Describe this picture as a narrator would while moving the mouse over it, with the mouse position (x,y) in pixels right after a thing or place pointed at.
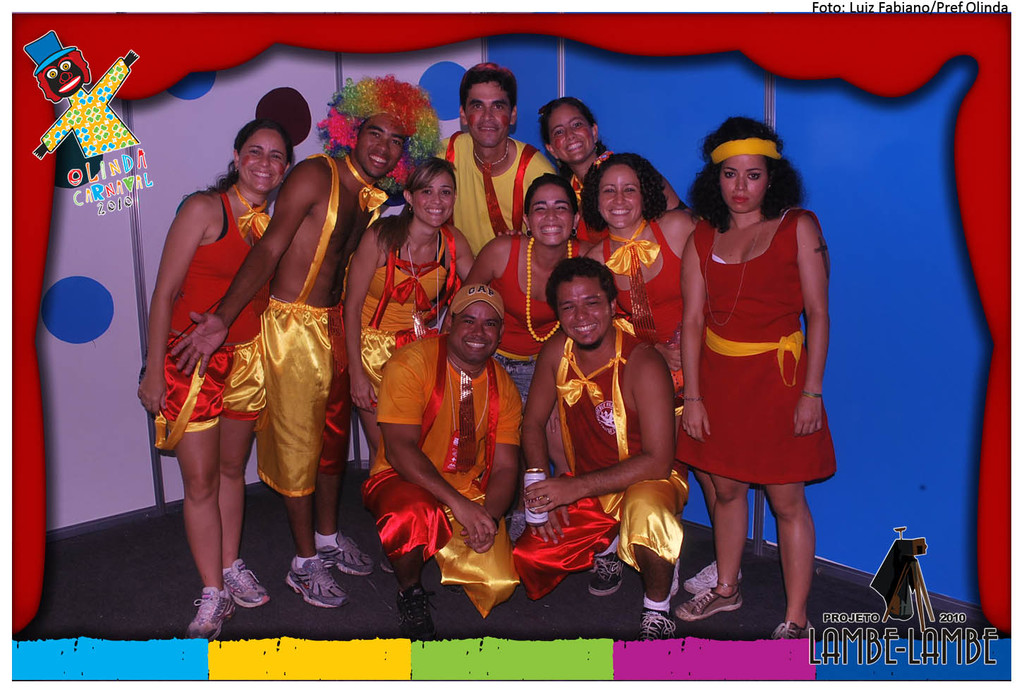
In the image there are few people (510,246) standing and there are two men (504,399) in sitting position. They are wearing costumes (430,373). Behind them there is a blue wall (517,74) and also there is a white wall (239,97) with blue circles (50,303). In the top left corner of the image (61,120) there is a toy (79,112). And in the bottom right corner of the image (860,619) there is a name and a logo (895,590). There are different colors of borders (973,51).
